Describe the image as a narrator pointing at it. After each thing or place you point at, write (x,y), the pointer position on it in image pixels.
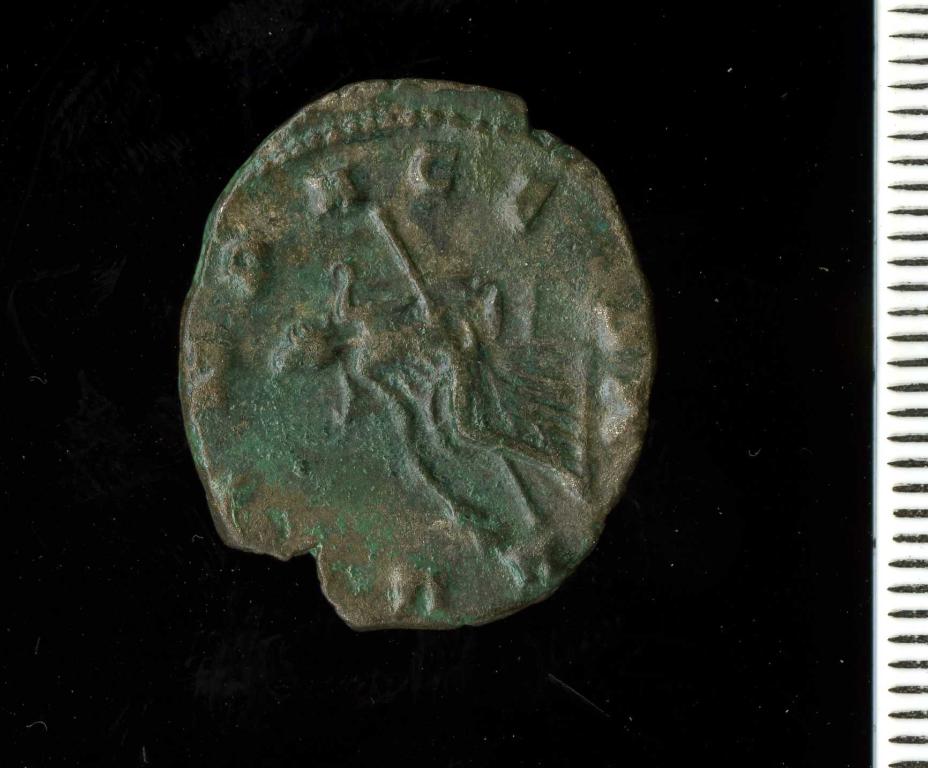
In this picture we can see a coin (517,475).
